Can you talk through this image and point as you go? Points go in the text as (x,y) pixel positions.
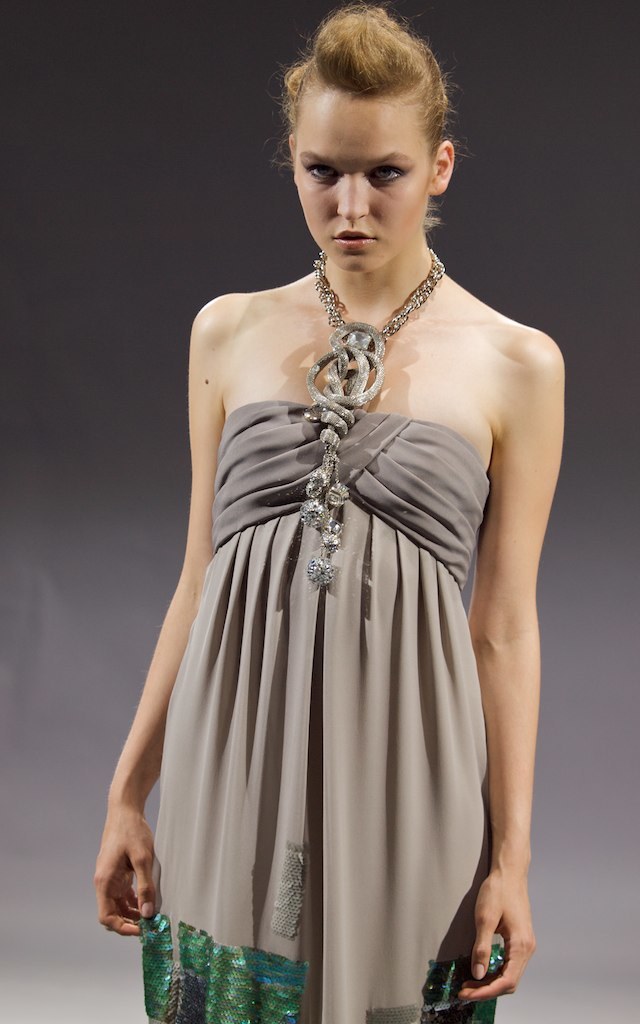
In this image, we can see a person (518,353) wearing clothes (451,630) and standing on the dark background.
